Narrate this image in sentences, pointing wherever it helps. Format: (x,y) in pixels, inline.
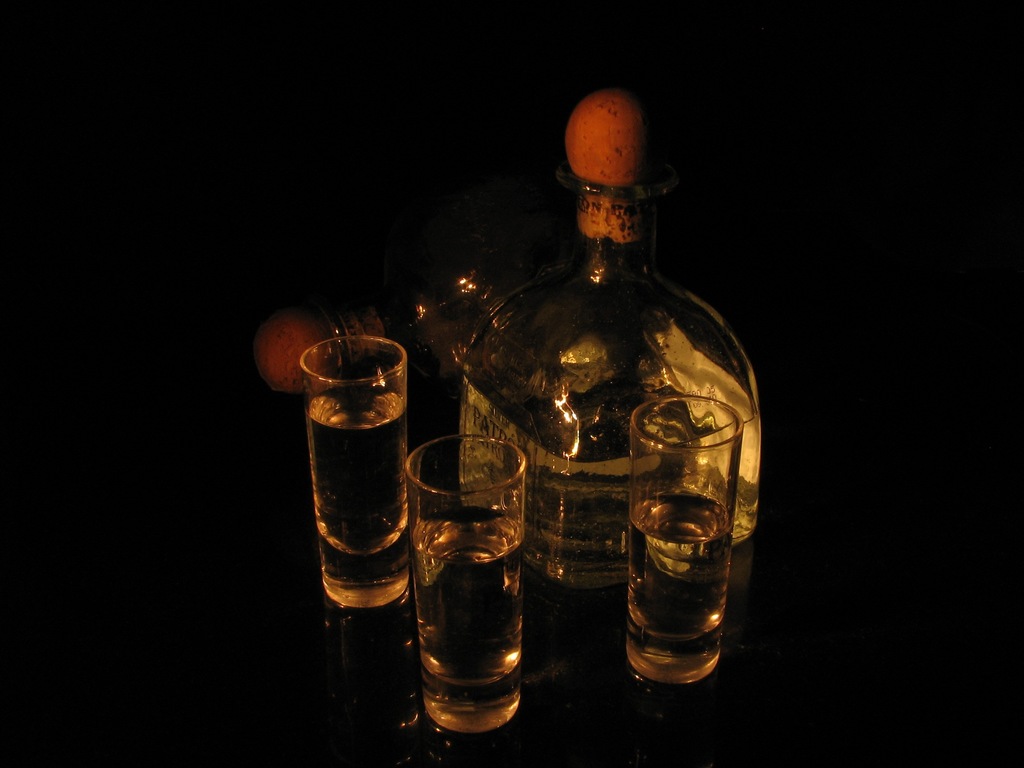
In this picture on the table (201,539) there are three glasses (404,517) and a two glass bottles (529,342). Behind the bottle (491,377) is in black color.
